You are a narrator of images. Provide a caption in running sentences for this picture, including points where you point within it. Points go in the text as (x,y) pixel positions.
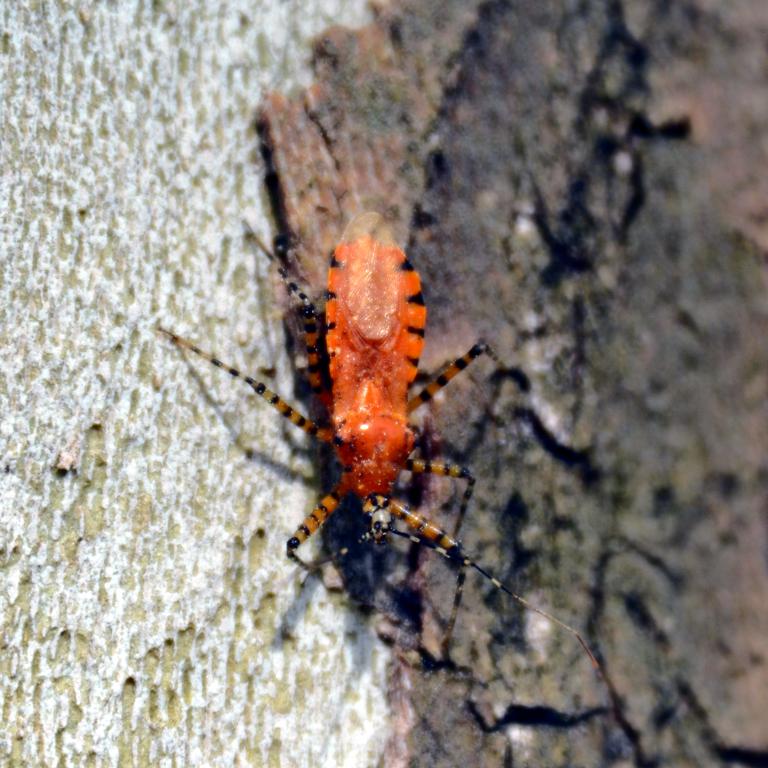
In this image we can see an insects (312,430) on the wooden surface (432,452).
